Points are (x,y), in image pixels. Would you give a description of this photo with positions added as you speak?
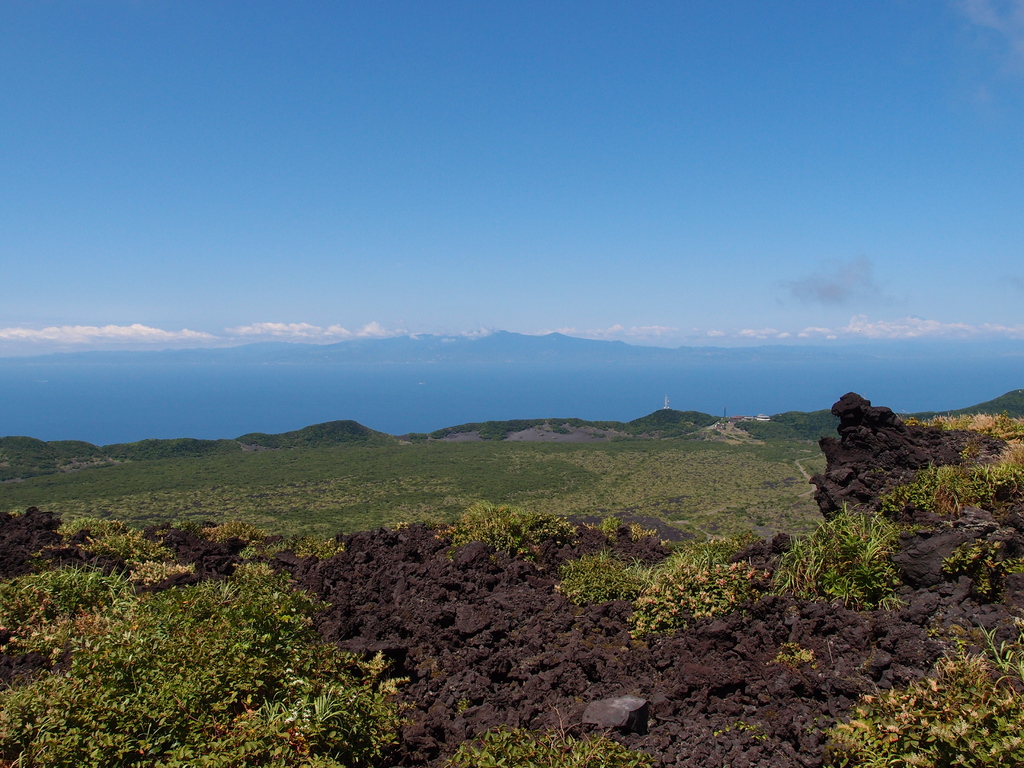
At the bottom of the image (377,608) there are plants (205,647) and soil (395,662). In the background of the image (252,315) there is sky (165,326) and clouds (336,330).
